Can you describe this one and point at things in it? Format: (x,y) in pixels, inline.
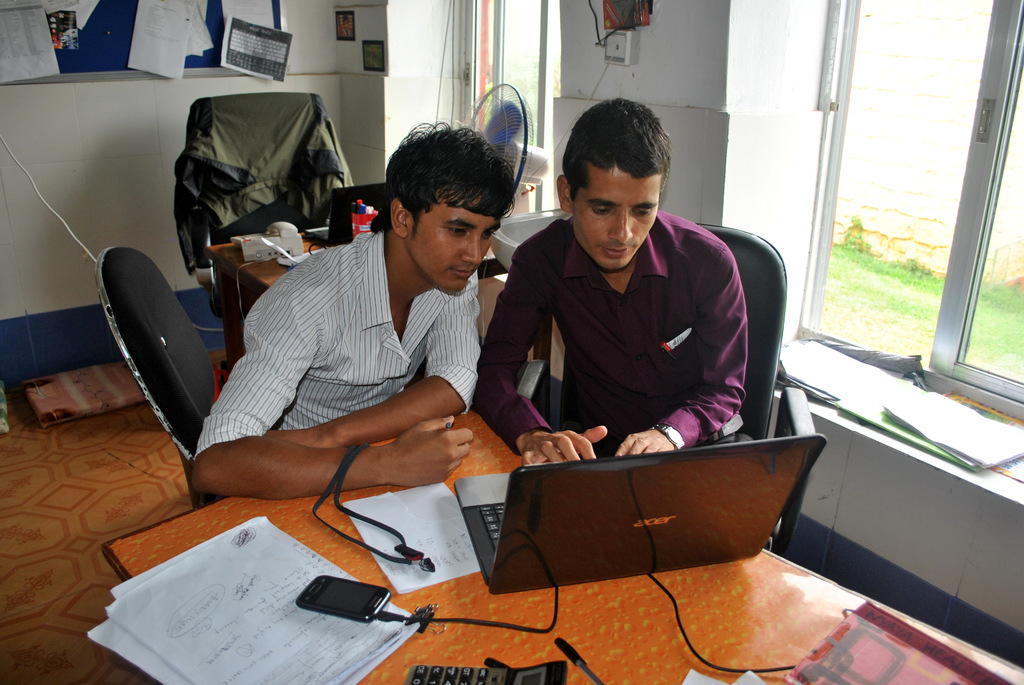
In this image I can see two men (645,339) are sitting on chairs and in the front of them I can see a table (772,629). On this table (337,526) I can see few white colour papers (281,596), a phone (334,598), a calculator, a laptop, a wire (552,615) and a red colour thing (848,646). On these papers (194,607) I can see something is written. In the background (208,234) I can see one more chair (203,245), one more table (261,276), a fan (511,103), few papers (267,54) on the wall (50,158) and few stuffs (290,225) on the table (220,254). On the right side of this image (852,147) I can see a window (968,308) and from it I can see grass (847,297). I can also see few stuffs (801,374) near the window (1011,387).
